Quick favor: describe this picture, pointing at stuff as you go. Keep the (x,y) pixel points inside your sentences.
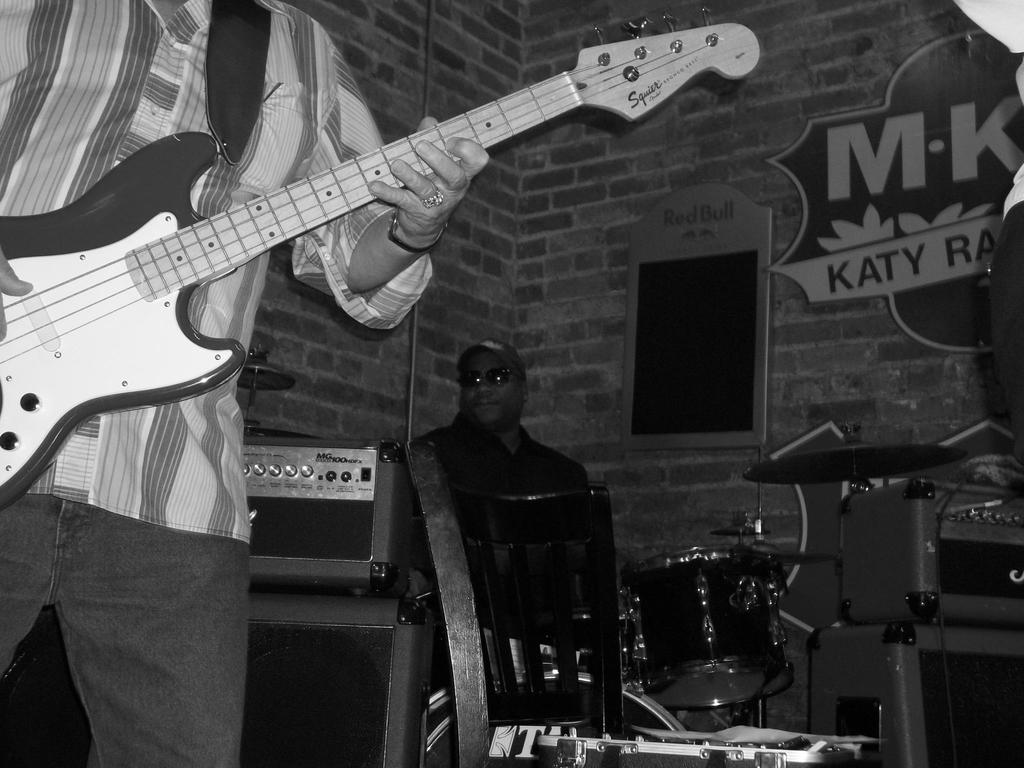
In this image there are two persons (459,429). The man (147,444) standing at the left (147,444) is holding a guitar (113,277) in his hand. In the center (560,495) there is a chair (566,693). In the background (568,472) a man (493,389) sitting in front of the drums (711,602). In the background (535,247) there is a wall (552,232) with bricks (593,196). At right side (911,206) there is a board (940,199) stick on the wall (860,330) with the name (963,162) written m. k katy. At the right side (921,557) there are musical instruments (701,619).
